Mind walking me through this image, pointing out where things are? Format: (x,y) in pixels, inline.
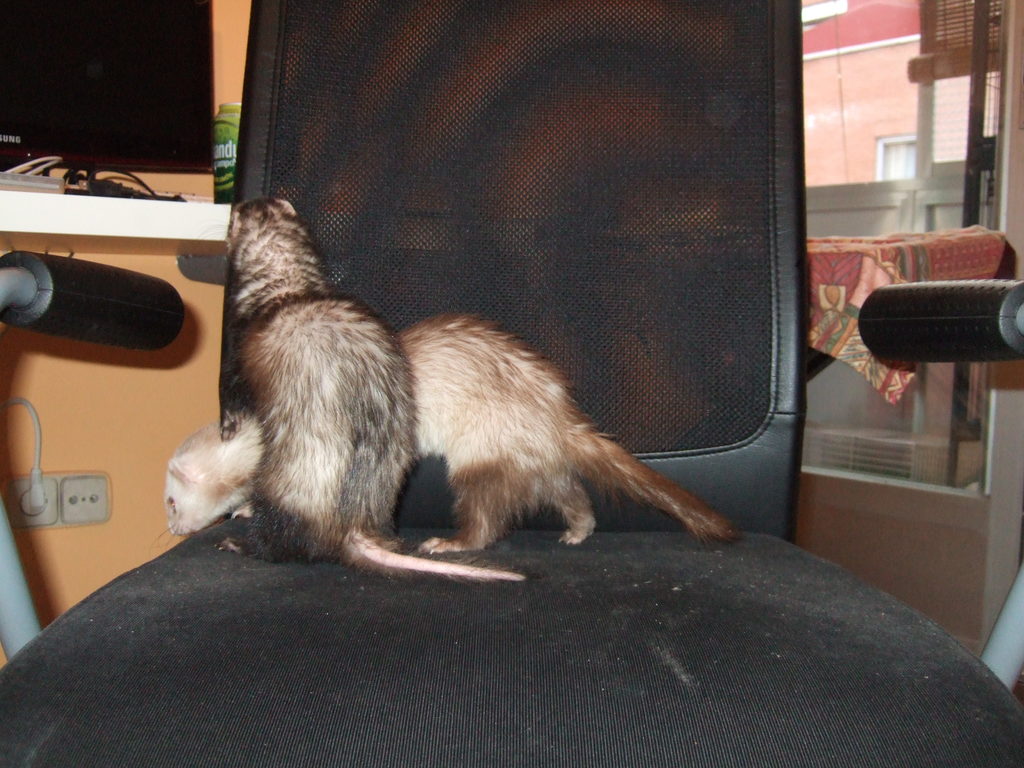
Here in this picture we can see a couple of ferrets (336,397) present on a chair (609,655) and behind that we can see a table (211,230), on which we can see a monitor (68,136) present and below that we can see sockets (61,492) present and on the right side (948,278) we can see another table (906,263) and we can see window (863,104), through which we can see other buildings (870,120) outside.
